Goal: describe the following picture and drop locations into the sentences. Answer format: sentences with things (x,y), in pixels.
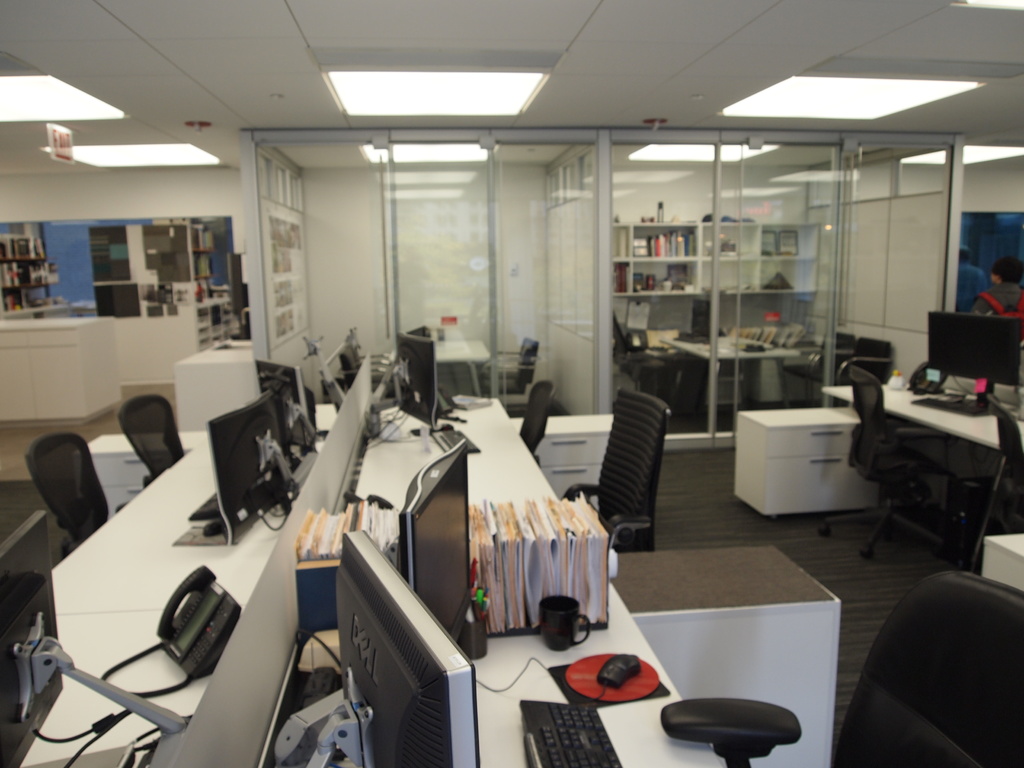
In this image there is a table (479,659) towards the bottom of the image (269,528), there are objects (586,699) on the table (202,489), there are chairs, there are monitors (342,619), there is a shelf (728,291), there are objects (659,248) in the shelf (199,282), there is a wall (480,264), there is a board (65,142) towards the left of the image (63,147), there is text (62,155) on the board (62,139), there is a person (1001,282) towards the right of the image (992,278), the person (997,270) is wearing a bag (992,301), there is a roof (523,42) towards the top of the image (423,93), there are lights (191,148).
